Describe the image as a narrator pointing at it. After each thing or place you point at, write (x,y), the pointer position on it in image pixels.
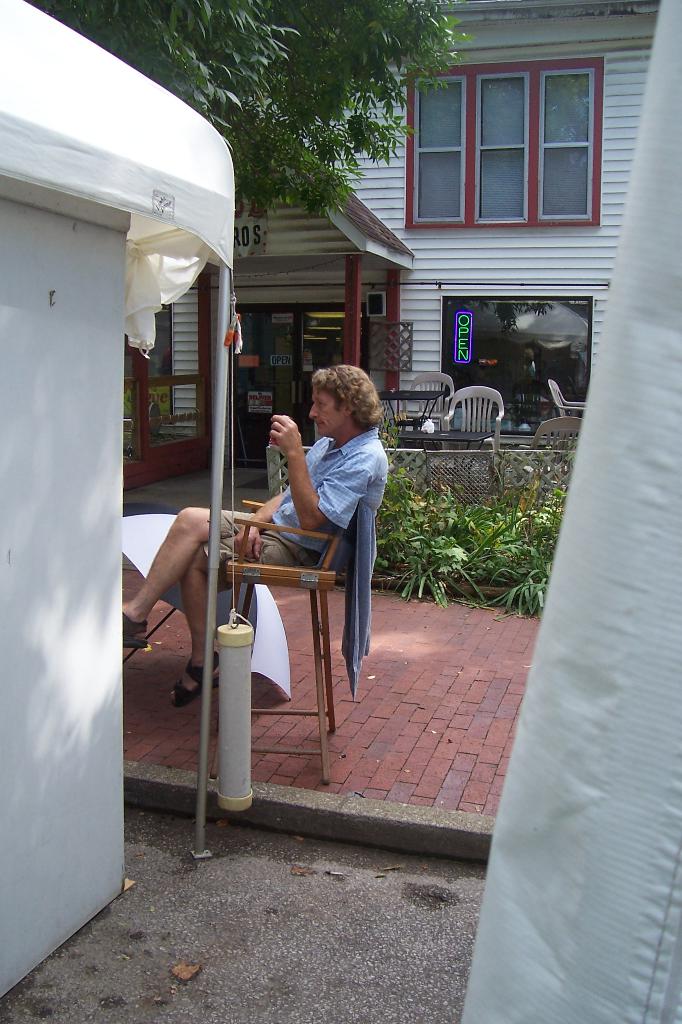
In this image I can see few buildings (469,101), windows (438,135), few chairs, doors (277,348), plants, net railing (486,464) and trees (262,68). One person (347,439) is sitting on the chair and holding something.
